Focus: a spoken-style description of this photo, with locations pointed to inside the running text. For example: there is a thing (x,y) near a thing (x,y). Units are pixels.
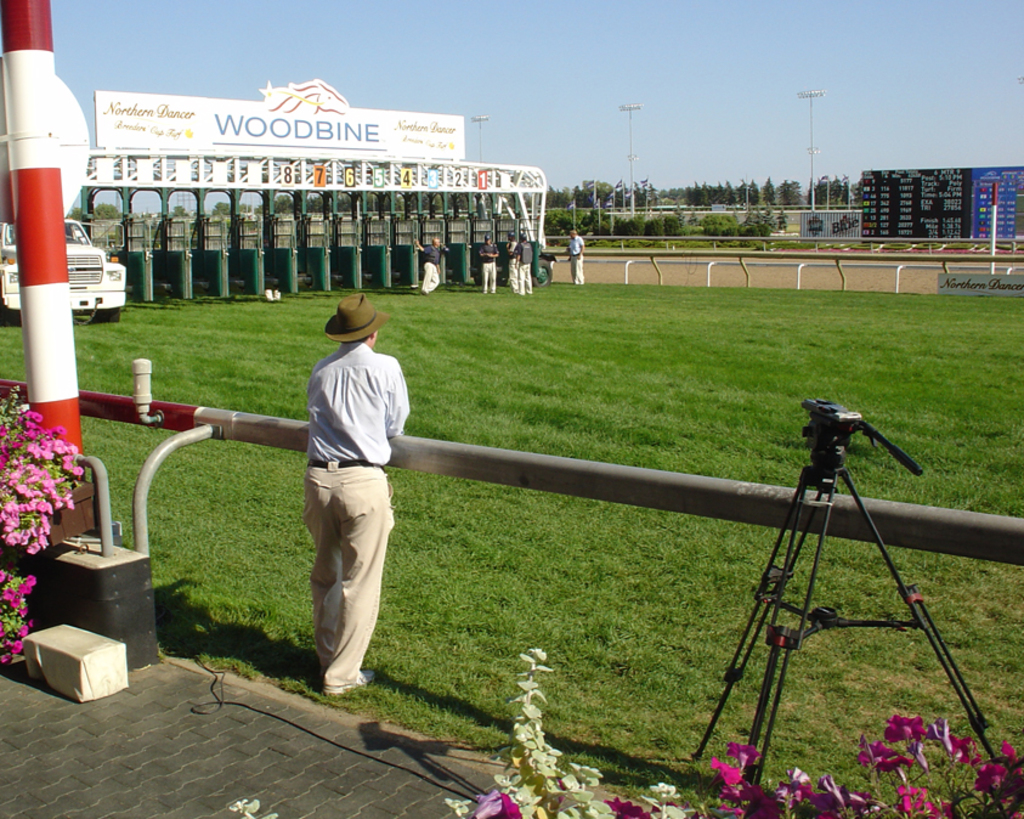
In this image we can see a man (378,541) is standing. In front of the man (349,594), we can see a railing (907,504). Behind the railing (957,544), we can see grassy land (523,362), pillars (270,208), railing (690,255), trees (698,229), boards (948,205) poles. At the top of the image (539,73), we can see the sky (605,47). On the left side of the image (51,314), we can see a pole (70,437), flowers (49,504), vehicle (90,298) and some objects (91,597). At the bottom of the image (64,712), we can see pavement (136,786) and flowers (489,805). On the right side of the image (989,749), we can see a tripod stand (822,424).
